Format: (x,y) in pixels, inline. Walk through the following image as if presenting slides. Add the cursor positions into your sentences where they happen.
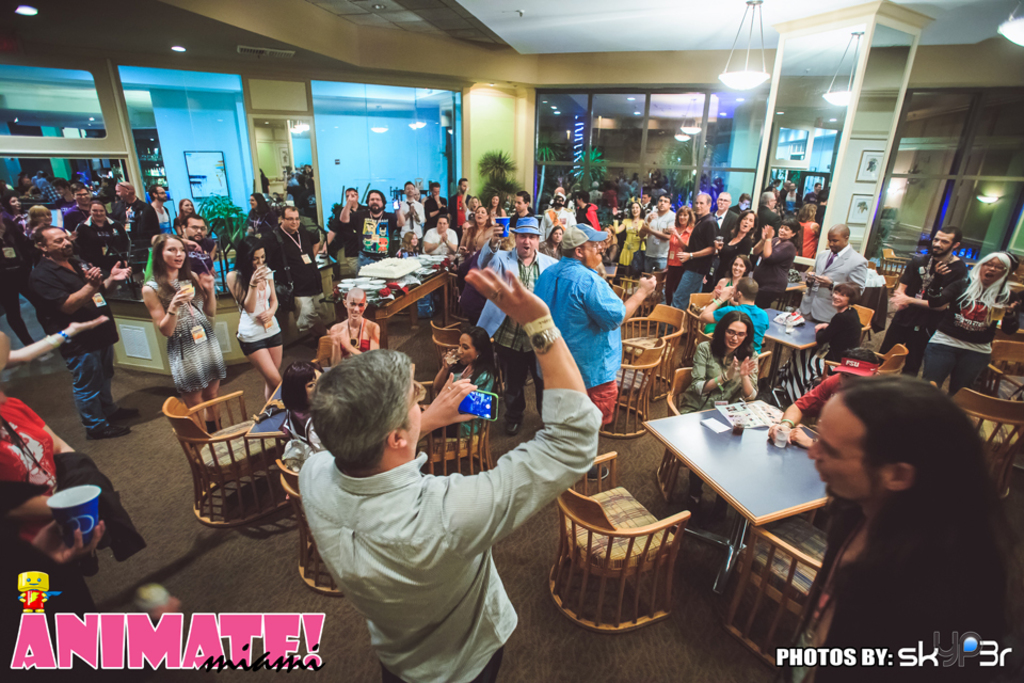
Here a man (394,577) is standing with a mobile phone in his hand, he wore a shirt (424,543) and there are other people (724,377) sitting on the chairs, standing. On the right side (716,75) there is a light (746,86) at the top (732,79).
